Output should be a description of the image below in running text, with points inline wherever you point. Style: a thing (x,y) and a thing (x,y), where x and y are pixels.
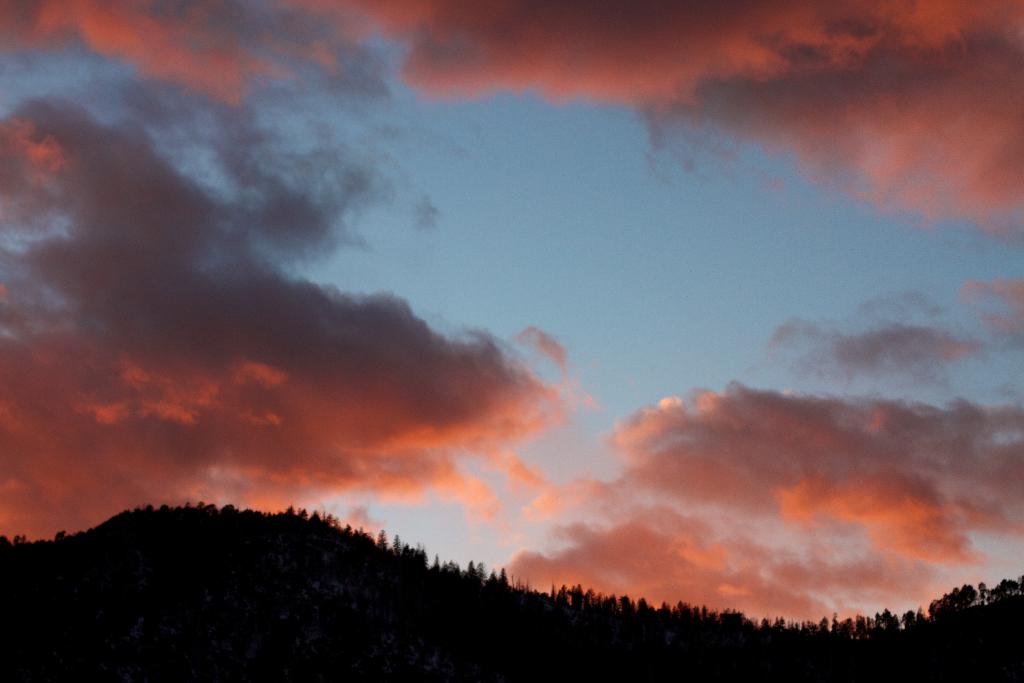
In the image there is mountain (128,572) in the front (878,648) covered with trees (401,634) all over it and above its sky (518,309) covered with red clouds (137,435).
